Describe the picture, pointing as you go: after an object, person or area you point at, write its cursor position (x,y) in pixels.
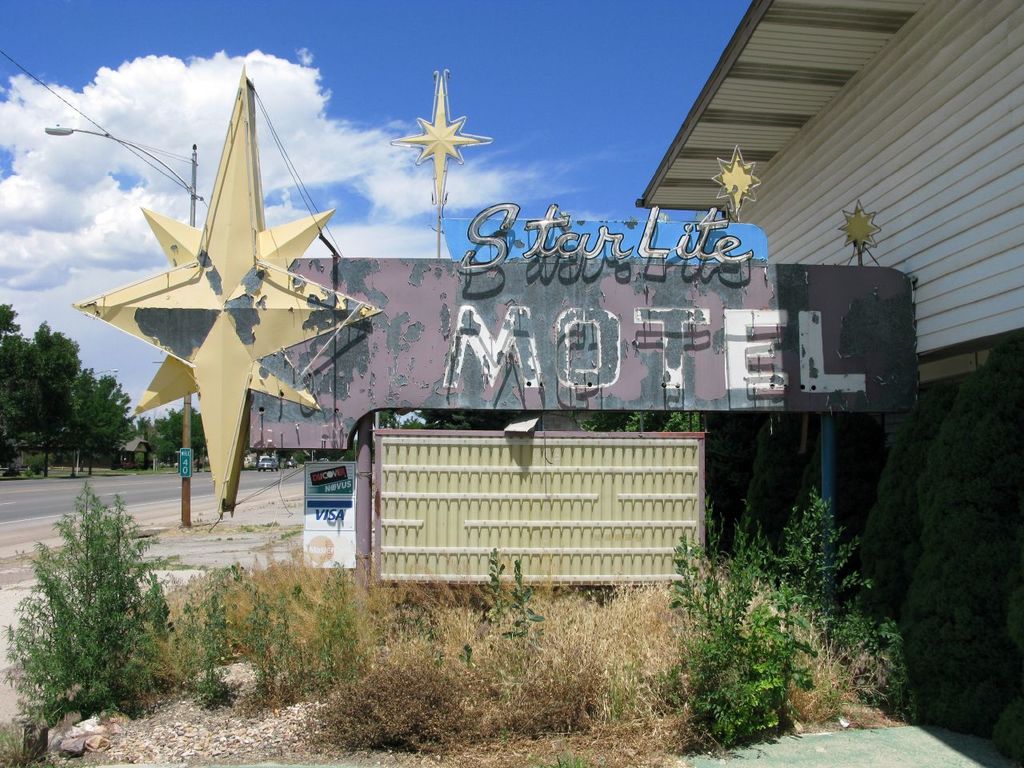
In this image there is a car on the road (159,482). And there are trees (85,408) and a grass (334,660). And there is a board (514,451), to that board (516,386) there is a text (610,324) written on it and there are star symbols (270,232). And there is a street light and pole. And there is a building (925,123).
